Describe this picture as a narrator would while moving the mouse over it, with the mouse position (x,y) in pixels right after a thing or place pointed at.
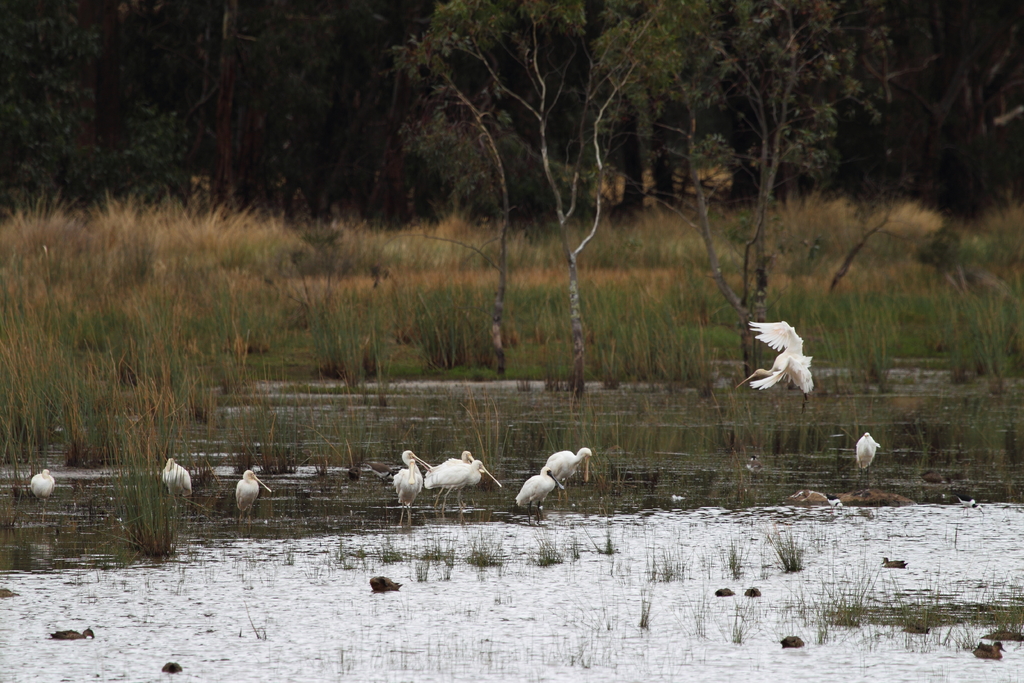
At the bottom of the picture (240,469) there is a crane (174,477), water (227,512), ducks (61,632) and plants (144,441). In the center of the picture (467,287) there are trees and shrubs (419,246). In the background (359,44) there are trees (671,87).
